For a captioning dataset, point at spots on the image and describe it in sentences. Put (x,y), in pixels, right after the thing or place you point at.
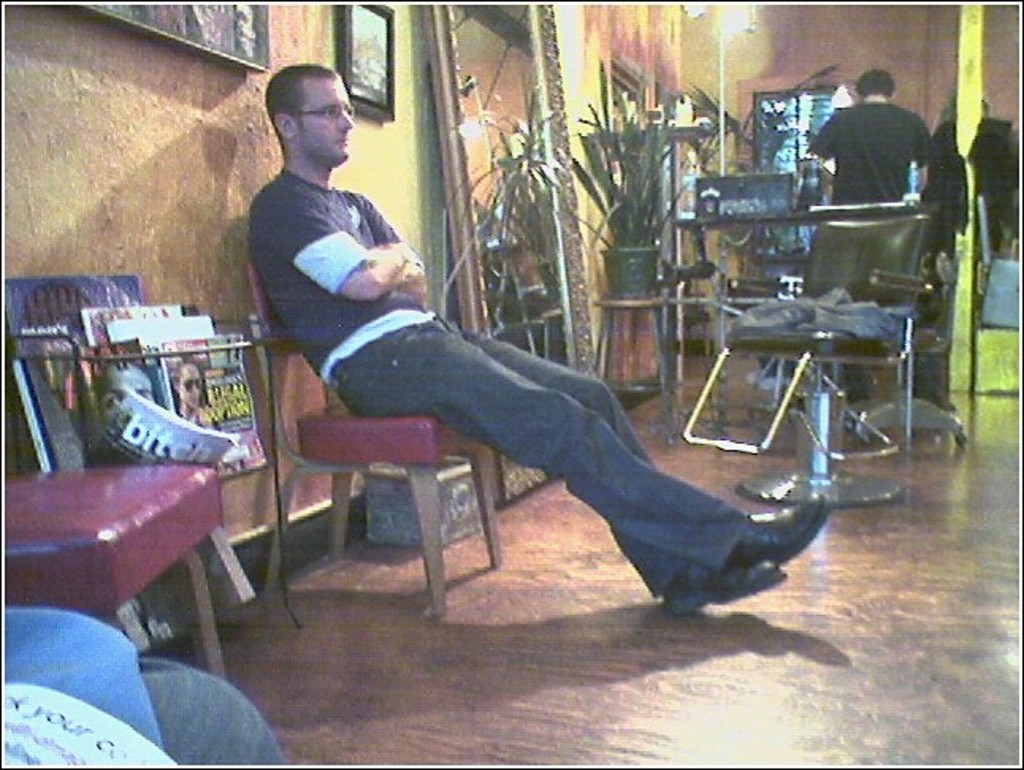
in a room (291,422) a person (409,339) is sitting and another person (879,189) is standing there are many things (118,470) present in the room (668,471).
